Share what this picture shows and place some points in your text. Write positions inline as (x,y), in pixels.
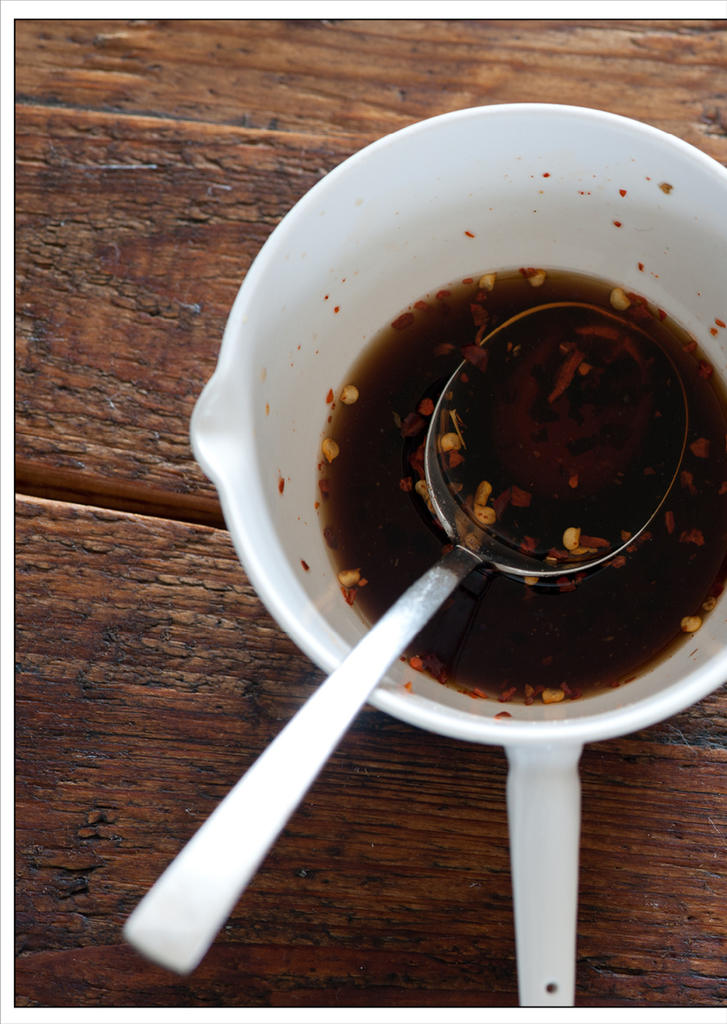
In this picture I can see a spoon (409,609) in a cup (704,158), in the background (181,592) it looks like a wooden board (184,454).
